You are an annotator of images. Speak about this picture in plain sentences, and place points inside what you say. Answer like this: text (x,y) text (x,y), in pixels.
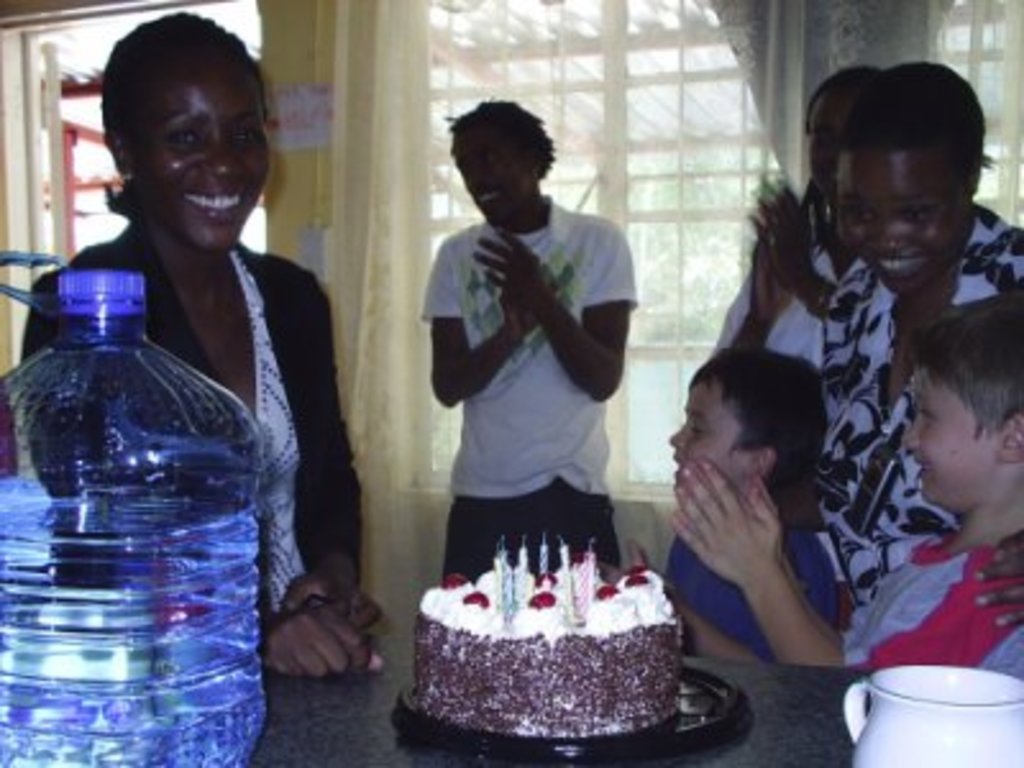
In this image I can see few people (933,96) where two of them are boys (971,516). I can also see a water bottle (63,293), cake (599,730) and a cup (907,689).
